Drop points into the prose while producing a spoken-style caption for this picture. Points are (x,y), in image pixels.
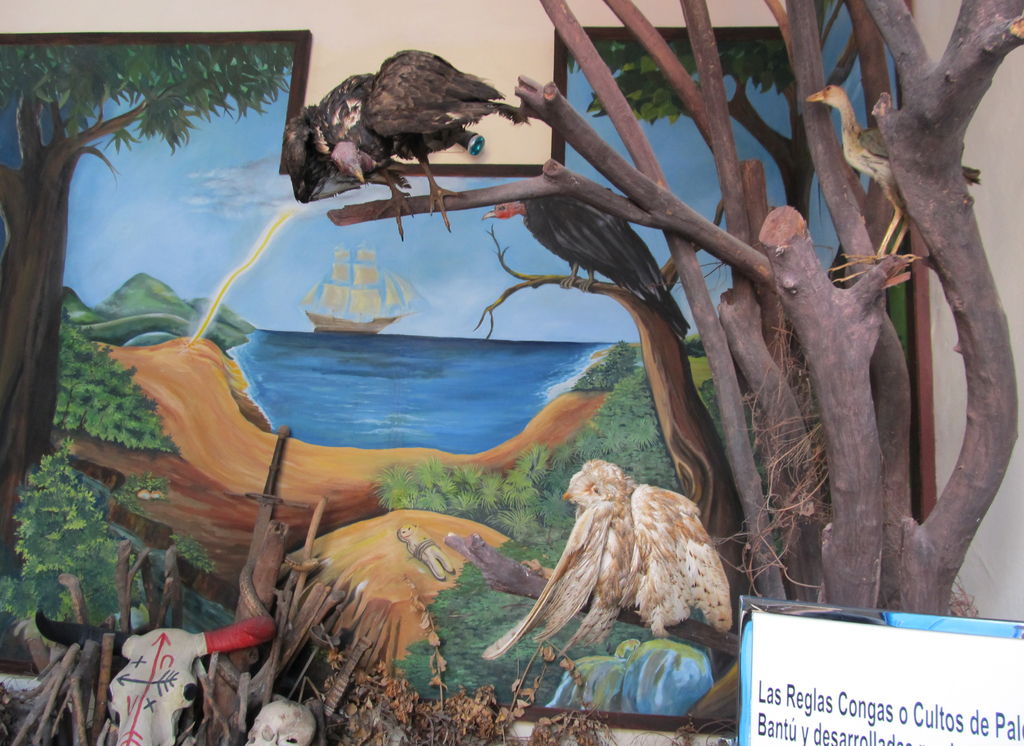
In this image I can see the branches (855,309) of the tree (855,335) to the right (875,346). I can see few birds (455,107) on the branches (705,96). In the back (289,288) there is a board (122,431). On the board (181,545) I can see the water (402,396). To the side of the water (266,382) there are trees (508,520) and I can see the boat (341,326) on the water (365,371). In the back (273,222) there is a blue sky (218,237). And the board (252,166) is attached to the wall (342,38). To the right (837,678) I can see another board (862,675) and something is written on it.
